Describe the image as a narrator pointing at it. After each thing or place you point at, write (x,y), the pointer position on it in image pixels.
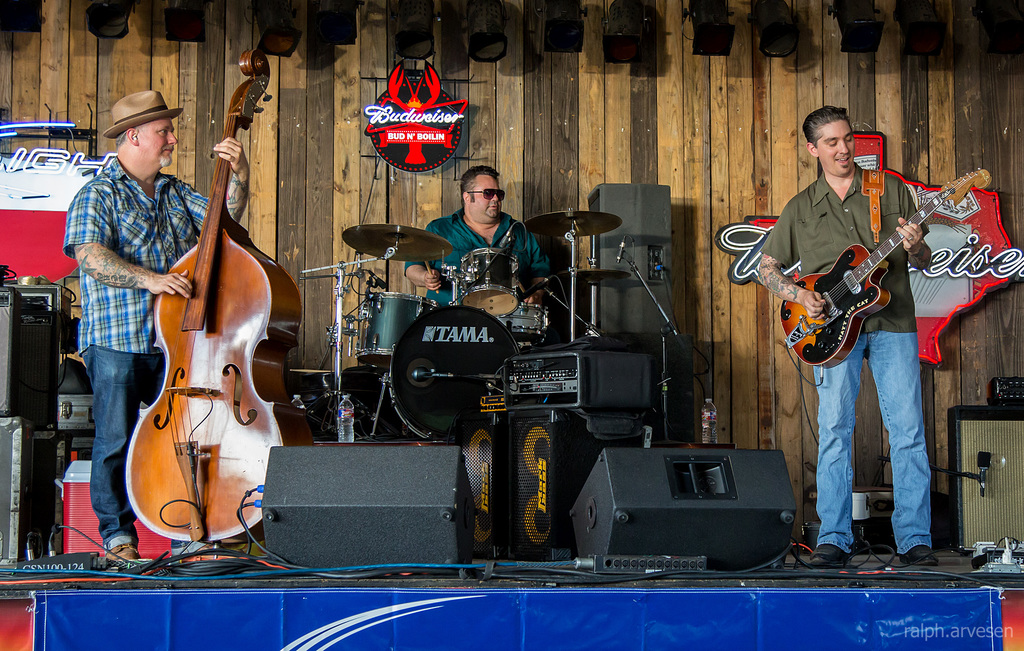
There is a man (886,232) who is playing guitar (884,270). Here we can see a man (166,255) who is holding a double bass (190,326) and he wear a cap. He is sitting on the chair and playing drums (472,343). On the background (581,253) there is a wall (687,159) and this is board (391,131). Here we can see some musical instruments (448,310).
